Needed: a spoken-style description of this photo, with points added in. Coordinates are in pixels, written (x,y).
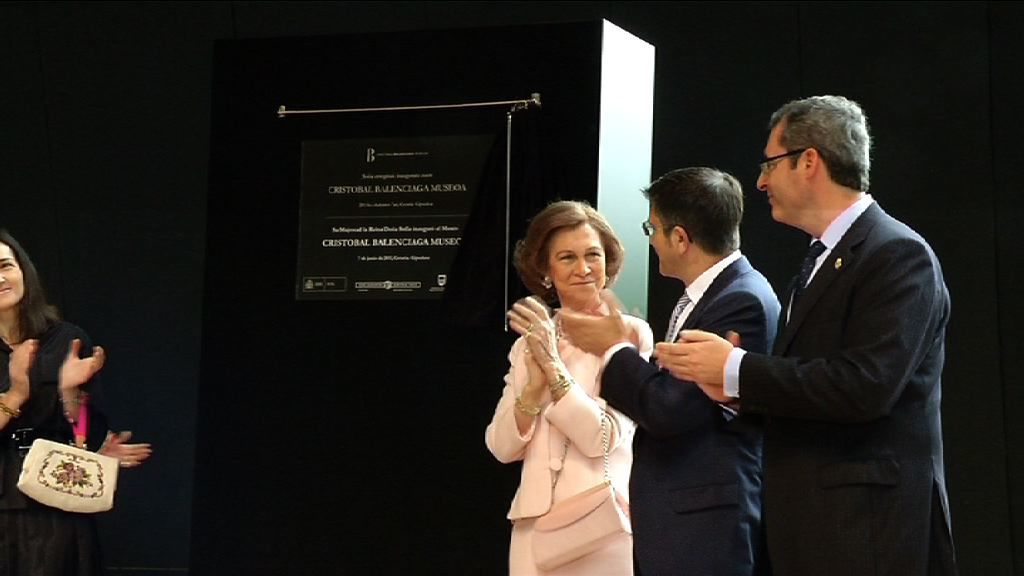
On the right (770,319) there is a woman (578,256) and two men (701,314) standing and clapping. In the background (344,236) there is a board (435,217) on an object (375,154). On the left (28,409) there is a woman (28,409) carrying a bag (55,494) on her hand (18,350) and we can see a person hands (110,452).
